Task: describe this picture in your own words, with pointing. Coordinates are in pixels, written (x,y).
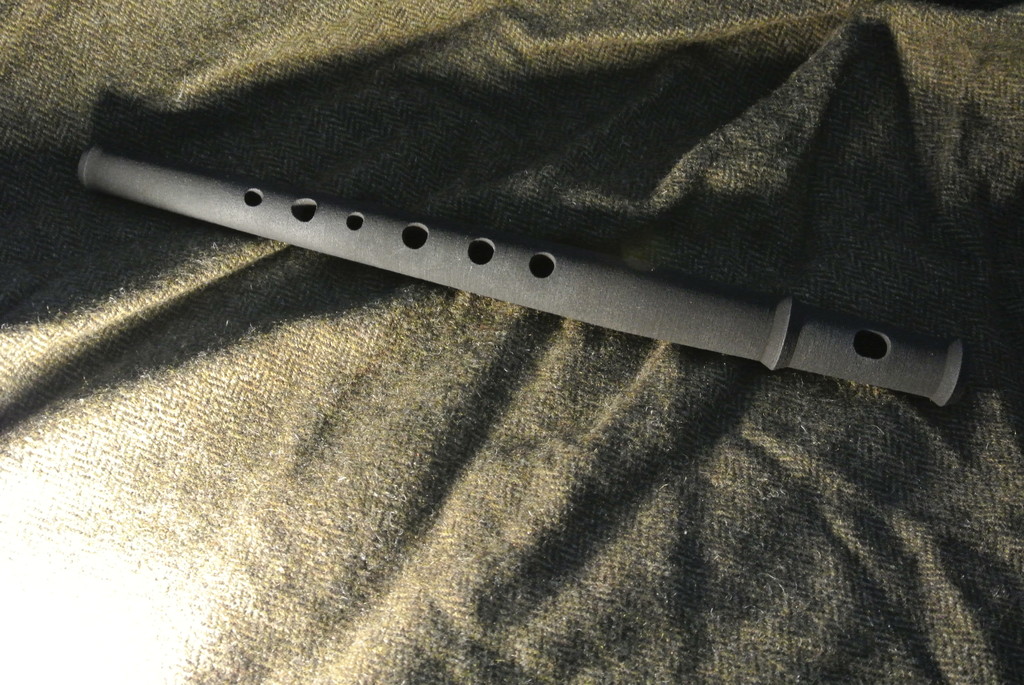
There is a flute (443,245) on a cloth (584,512).
